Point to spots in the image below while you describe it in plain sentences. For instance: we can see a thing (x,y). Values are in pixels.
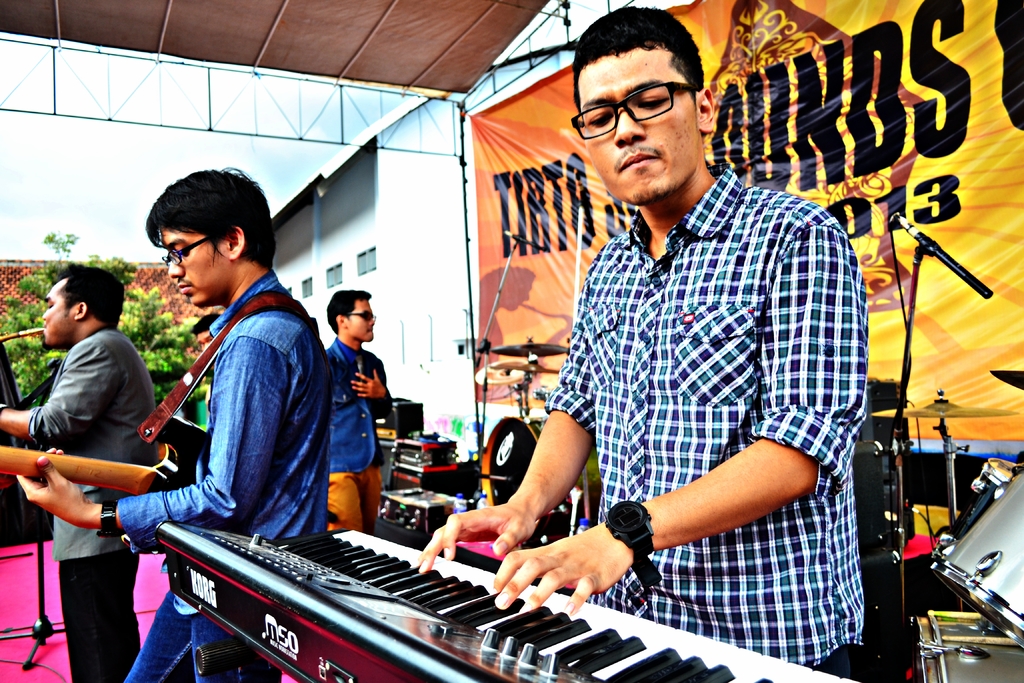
In this image i can see few people (273,405) holding a musical instruments (84,465) in their hand (501,548) and in the background (170,329) i can see plant (172,312), building (337,214), sky (100,174) and a banner (900,115).
